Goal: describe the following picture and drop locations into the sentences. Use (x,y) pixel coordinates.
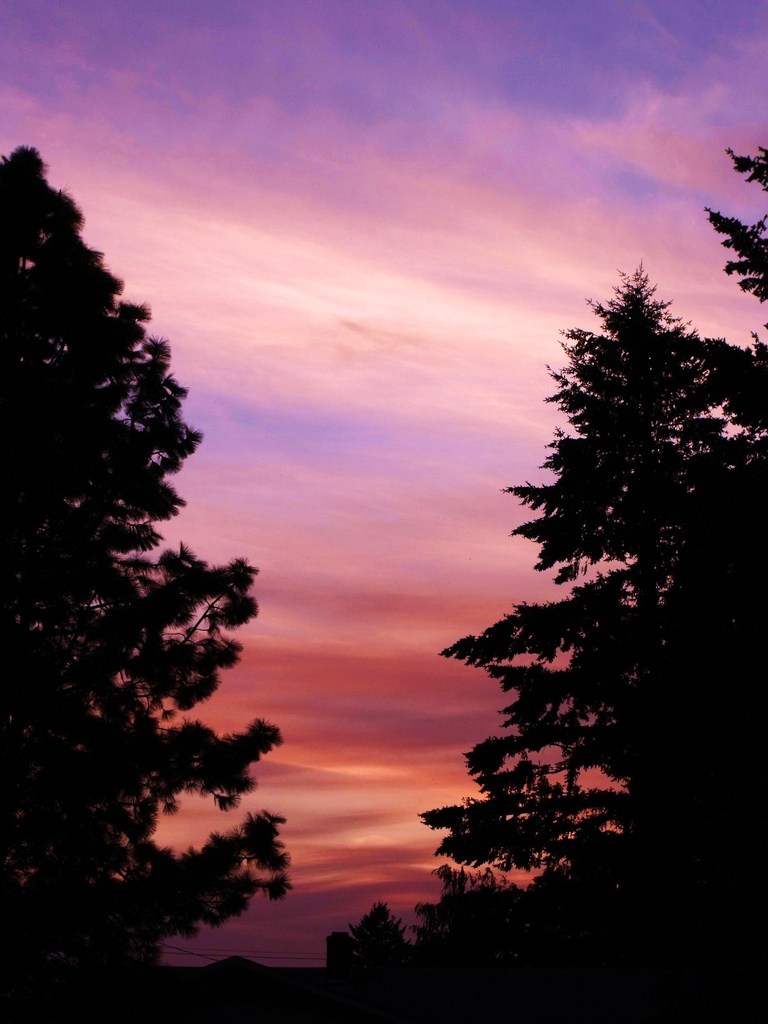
In this picture we can see trees (397,950) and wires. In the background of the image (370,634) we can see the sky (359,646) with clouds (270,695).
